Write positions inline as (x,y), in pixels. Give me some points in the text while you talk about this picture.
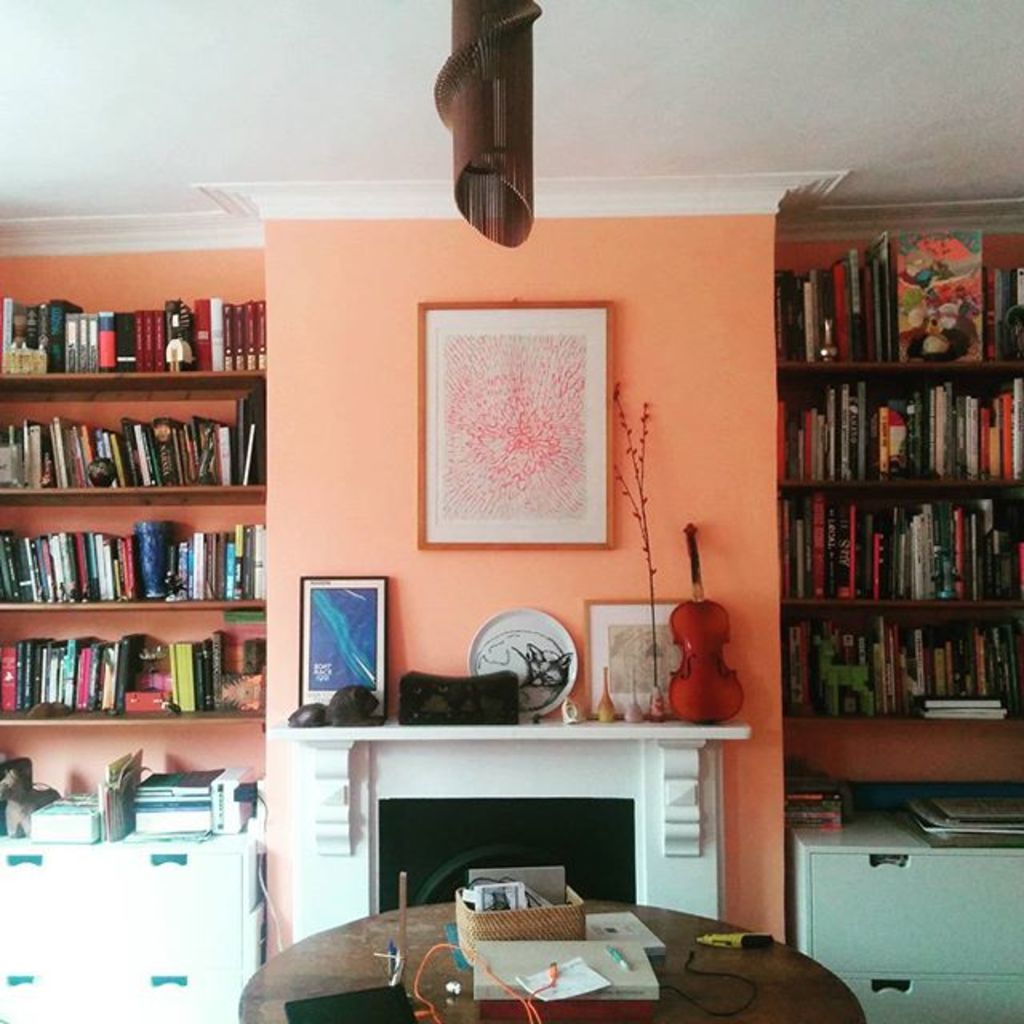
At the top (827,67) we can see ceiling (535,105) and an object (483,83) in brown color. In this picture we can see books (964,354) arranged in a sequence manner in the shelves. We can see a frame (498,382) on the wall (648,386). We can see frames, violin (713,698) and few objects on the platform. On the table (793,983) we can see pen (622,959), laptop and few other objects (606,996). On the desk (880,966) we can see few objects (134,832).
